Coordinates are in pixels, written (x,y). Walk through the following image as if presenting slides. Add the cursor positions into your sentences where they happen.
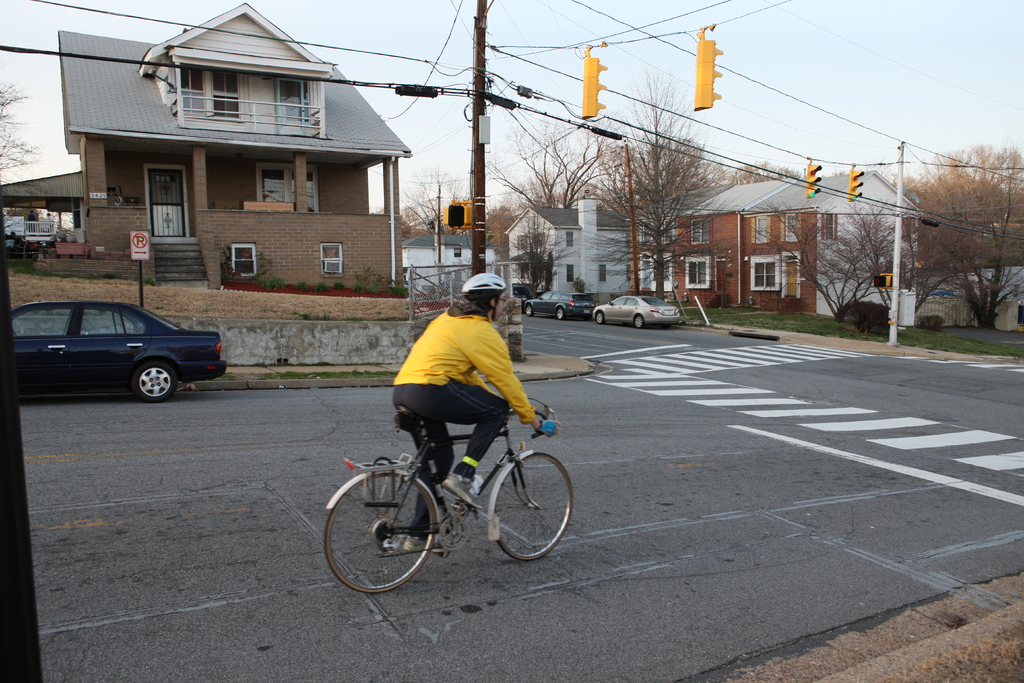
This image consists of a woman (480,450) riding a bicycle (436,531). At the bottom (491,584), there is a road (360,658). On the left (99,368), we can see a car (151,381) in black color. On the right (709,196), there are houses (450,261) and cars (634,303) along with the trees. In the front (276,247), there is a house (378,242). At the top (668,51), there is a sky (668,67). And there are traffic lights (593,87) hanged to the wires (658,135).
